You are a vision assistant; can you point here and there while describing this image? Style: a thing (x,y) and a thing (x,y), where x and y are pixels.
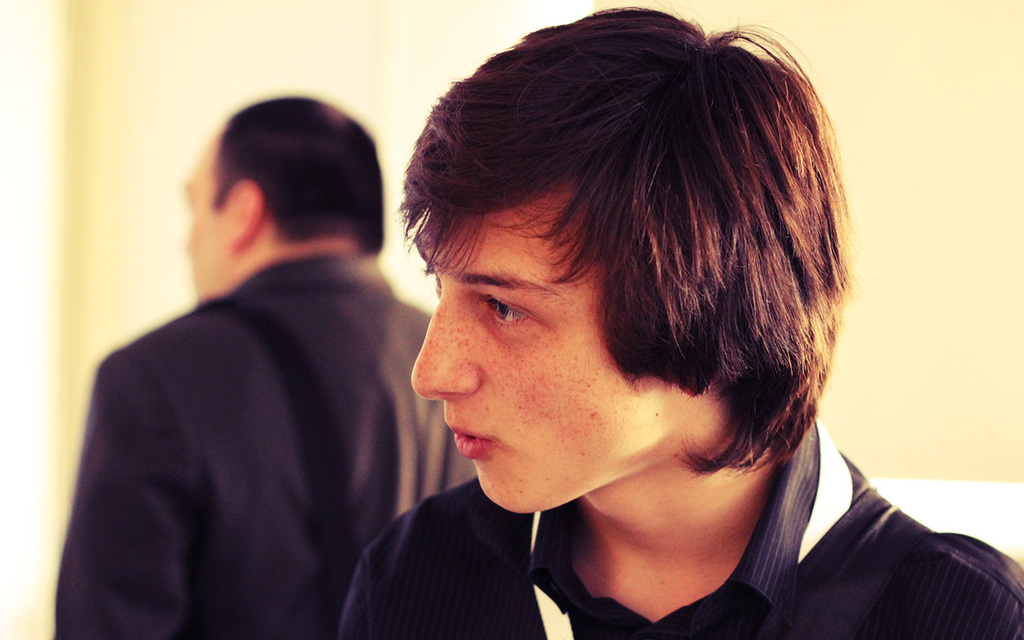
There is a man (599,485) wearing a black shirt (778,586). In the background (243,392) there is another person (227,330). Also there is a wall (938,406) in the background (922,395).
